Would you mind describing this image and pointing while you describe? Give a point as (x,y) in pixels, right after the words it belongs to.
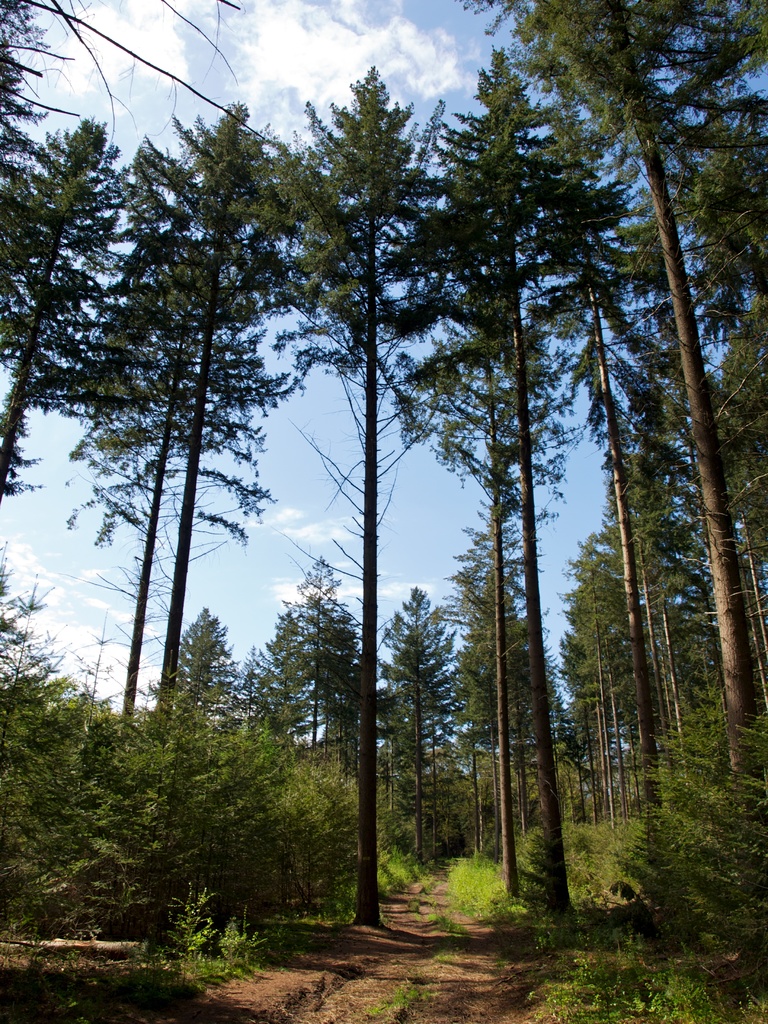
In the foreground of this image (442,920), in the middle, there is a path (394,900) and on either side there are trees (510,780). On the top (458,35), there is the sky (405,35) and the cloud (333,41).
